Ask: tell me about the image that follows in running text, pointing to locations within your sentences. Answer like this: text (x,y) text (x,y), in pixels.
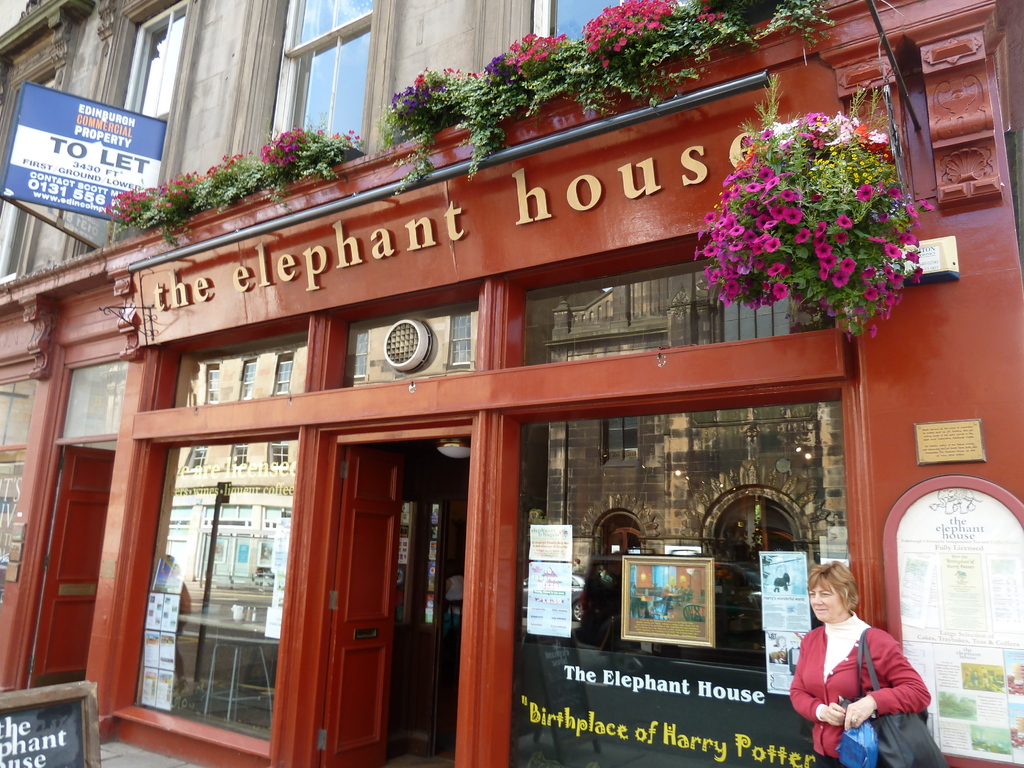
Here this is the outside view of a building (538,674). Here a woman (826,758) is standing and holding her bag (892,740). And this building (242,222) named as the elephant house (146,290). Here these are the plants (318,147) having beautiful flowers (626,25). On the top (163,64) there is a window (174,72), and there is also one board (60,94) to the building (172,155). And this is the door (79,523). And even we can observe the reflection (800,477) of building (773,502). This is the one more door (361,637) which is entry to the building (416,523).
